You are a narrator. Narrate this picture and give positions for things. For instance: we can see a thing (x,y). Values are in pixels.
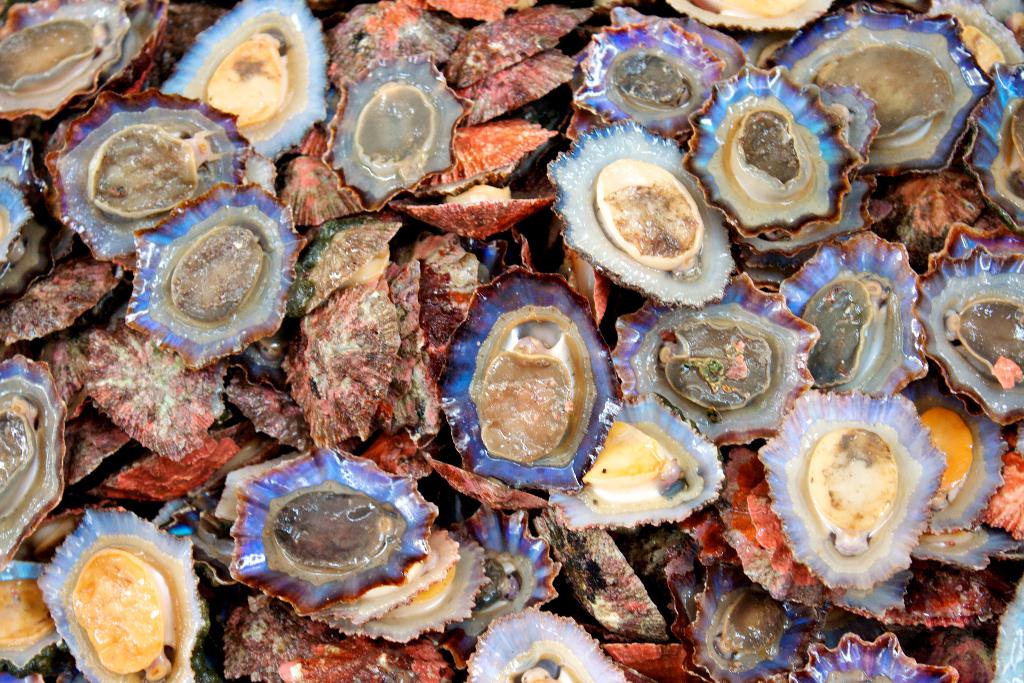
These are all looking like a heap of shells (336,363).
